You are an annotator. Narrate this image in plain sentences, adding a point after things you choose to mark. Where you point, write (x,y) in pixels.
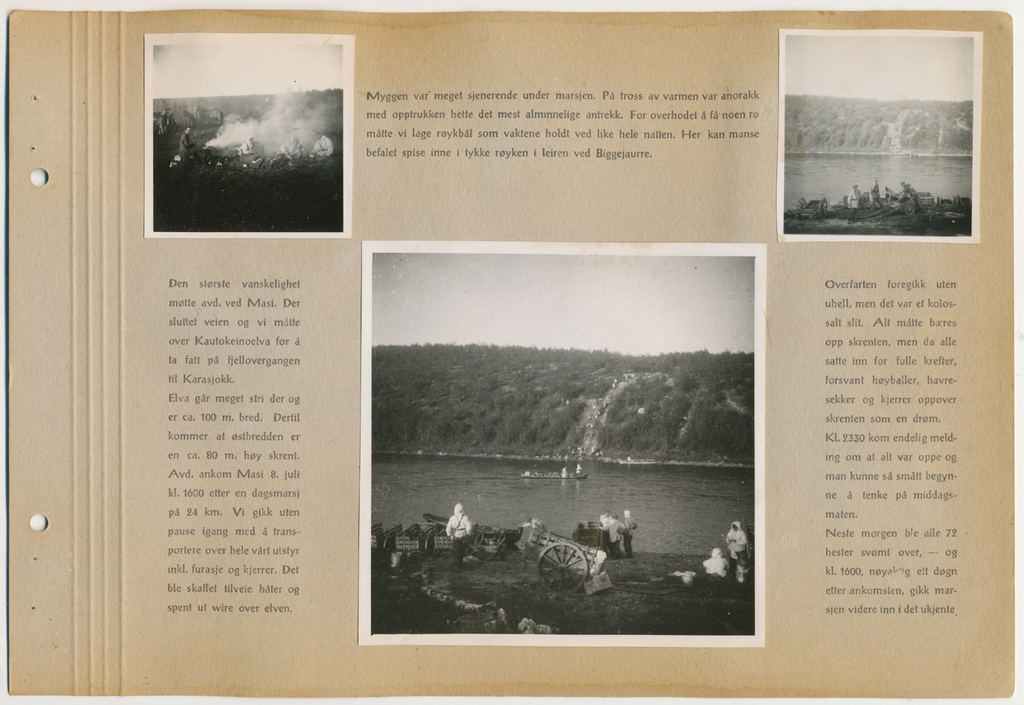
This is a page (438,218) of a book (729,482). On this there are photos (826,184) and something is written. On the first image (223,168) there is smoke (276,125). On the second image (901,171) there is water (835,180). On the third image (570,481) there is water (560,507), some people (605,539), carts (556,555), trees (581,386) and sky (528,337).
